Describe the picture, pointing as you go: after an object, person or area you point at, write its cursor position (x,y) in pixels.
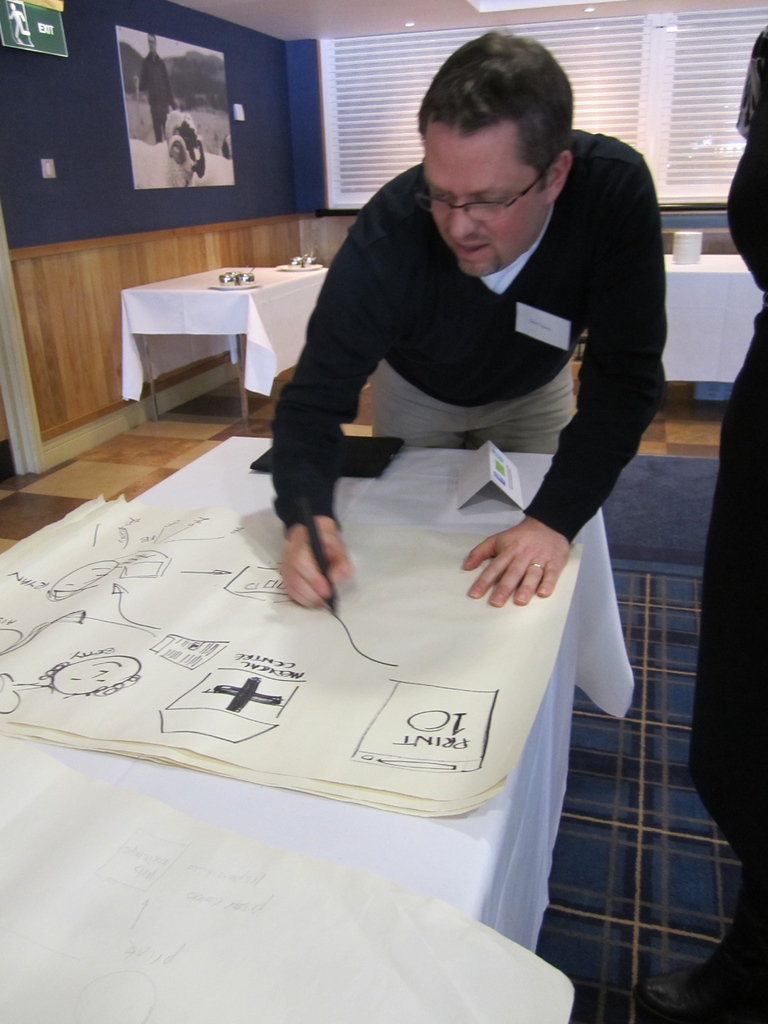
The person (480,294) wearing black dress (498,327) is drawing something on a paper (374,617) which is on the table (381,607) and there are some tables (224,291) behind him and there is a person (735,544) standing in the right corner (741,568).
